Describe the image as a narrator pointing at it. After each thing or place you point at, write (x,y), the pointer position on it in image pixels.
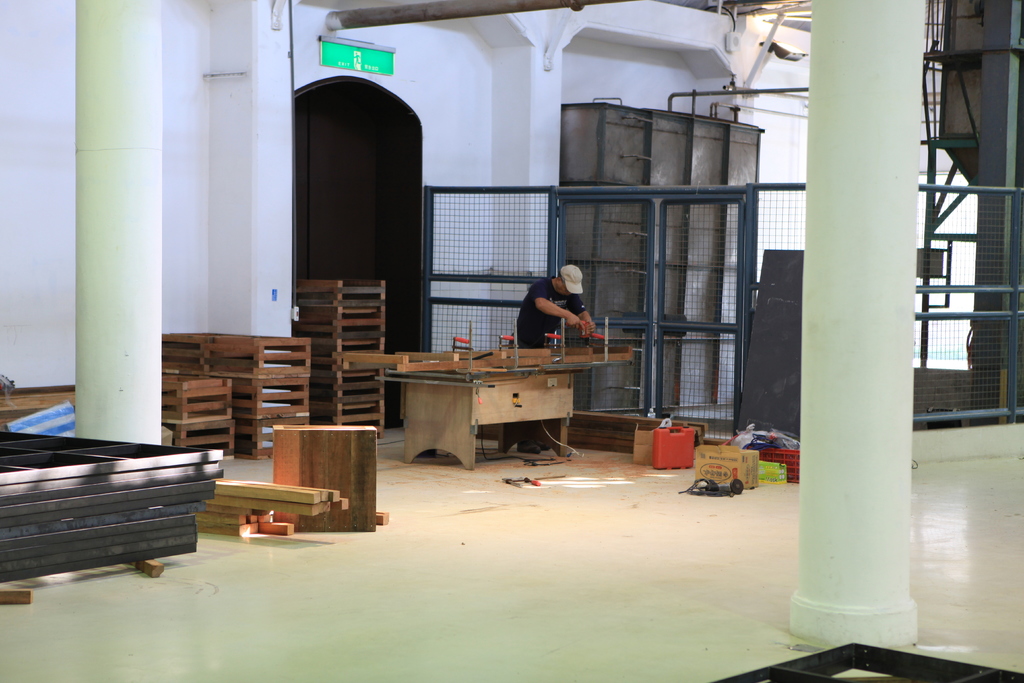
In this image I can see a person (574,285) is holding something. In front (556,356) I can see a wood (537,357) on the table (502,392). Back I can see few wooden racks (260,389), wooden logs (295,503), cardboard box (737,458) and few objects (687,449) on the floor (592,504). I can see a fencing (685,252) and a white wall (453,86).
